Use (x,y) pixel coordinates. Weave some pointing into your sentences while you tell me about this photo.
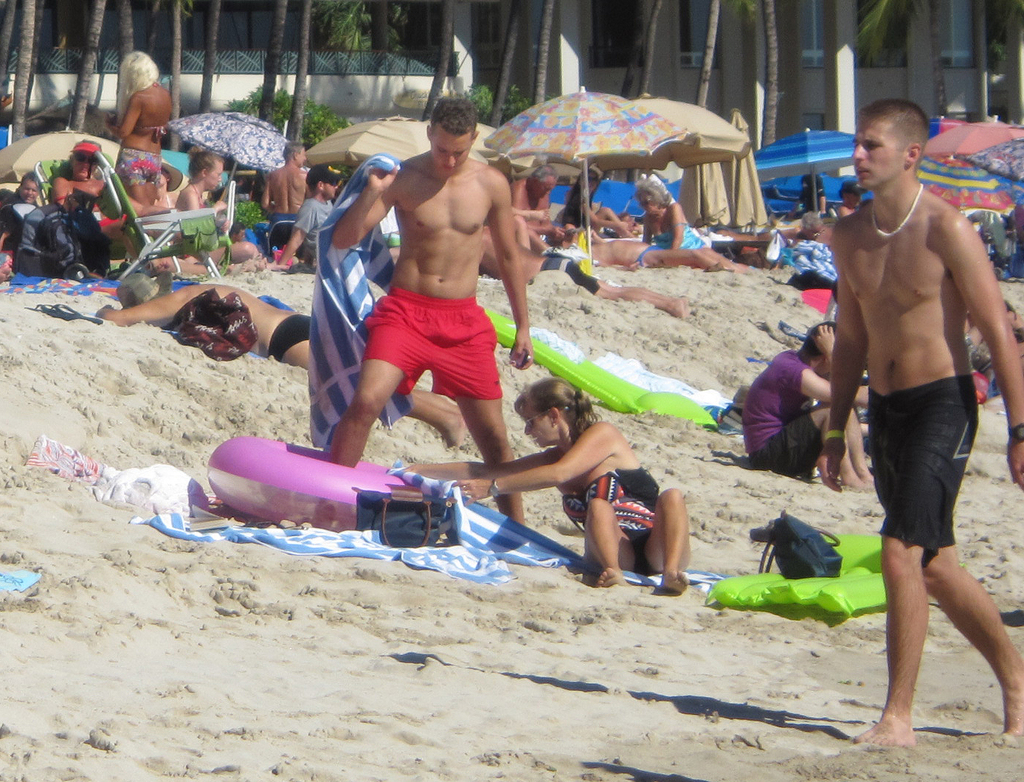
In this image we can see people (477,214) on sand (437,635). There are umbrellas (572,137), trees (644,79). In the background of the image (443,94) there is a building (399,83), plants (276,109). To the right side of the image (950,254) there is a person (945,527) walking.
